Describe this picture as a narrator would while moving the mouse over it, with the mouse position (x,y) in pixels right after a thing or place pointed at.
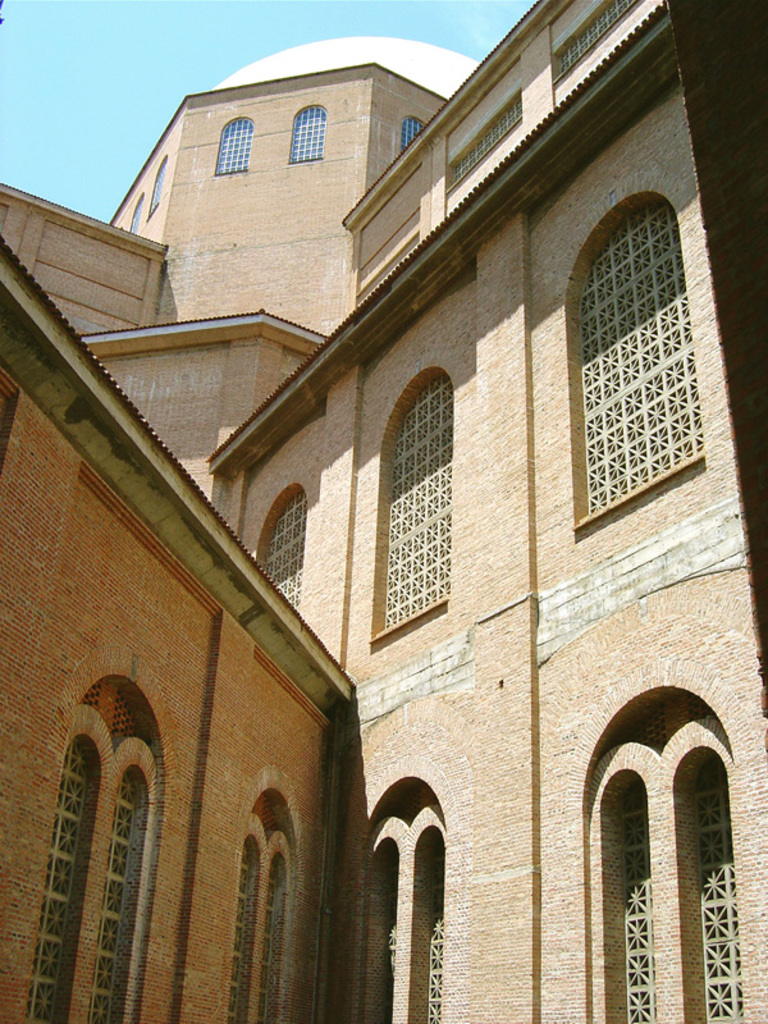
In this image we can see a building (311,417) with arches (284,544) and windows (640,837). At the top (221,27) there is sky (342,13).
